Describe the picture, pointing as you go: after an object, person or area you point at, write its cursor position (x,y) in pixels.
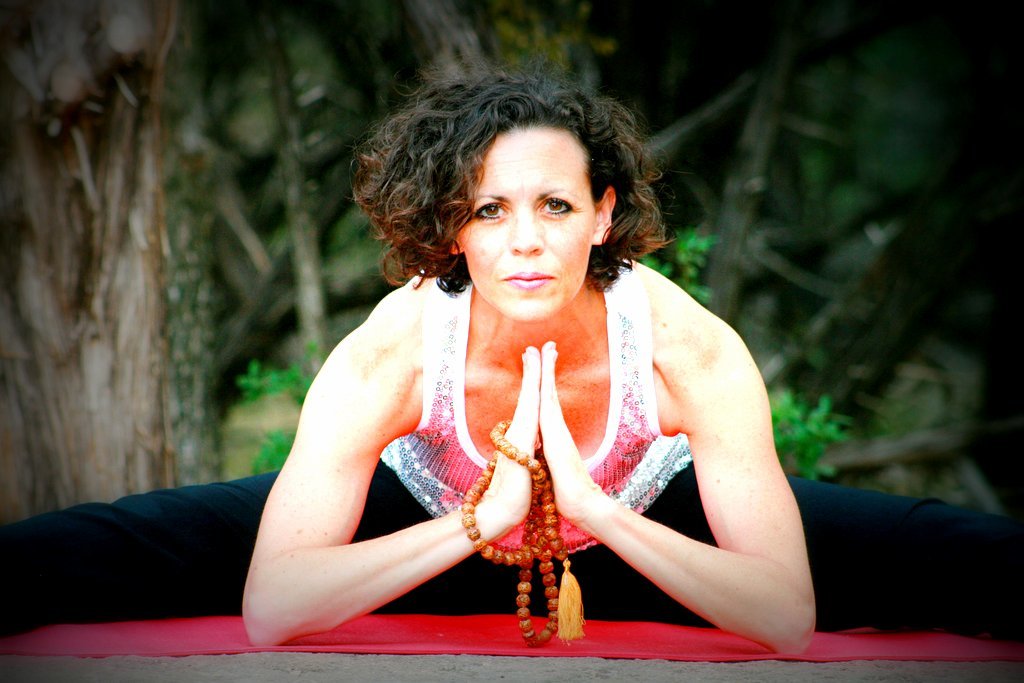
In this image there is a woman (468,344) in the center (515,447) doing yoga on the red mat (509,635) which is present on the ground (631,679). In the background (857,391) there are some trees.
